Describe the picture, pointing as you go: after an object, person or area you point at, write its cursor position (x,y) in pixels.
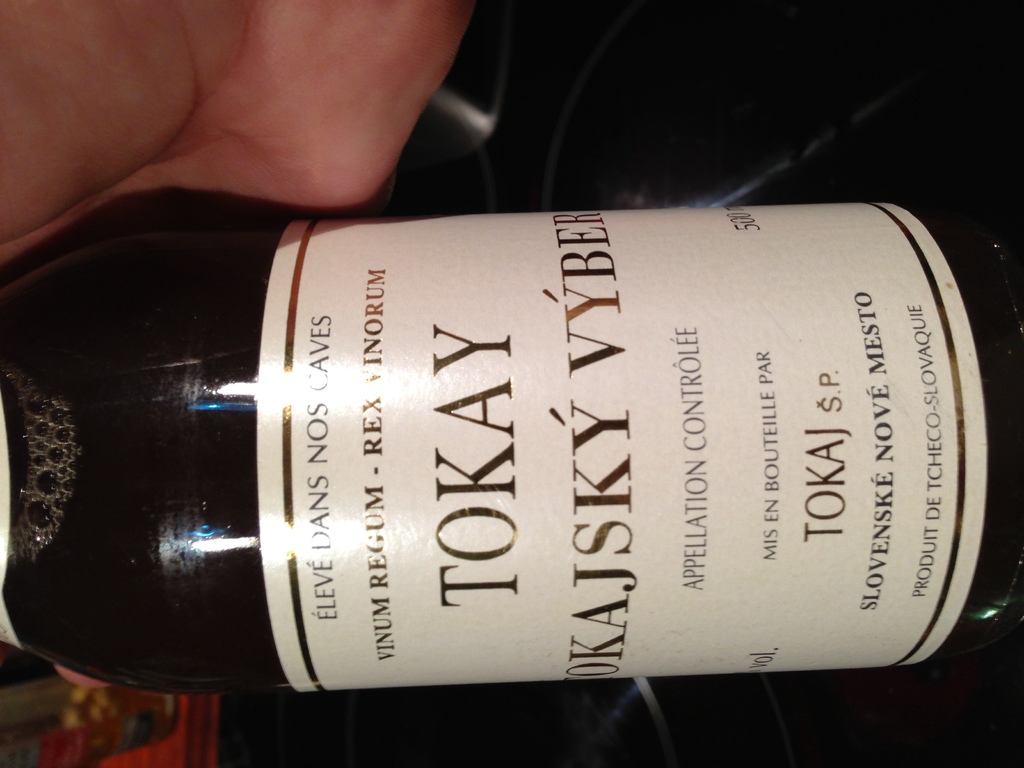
In this image I can see the person (145,188) is holding the bottle (606,408) and I can see the white color sticker (553,391) is attached to the bottle (291,335).
